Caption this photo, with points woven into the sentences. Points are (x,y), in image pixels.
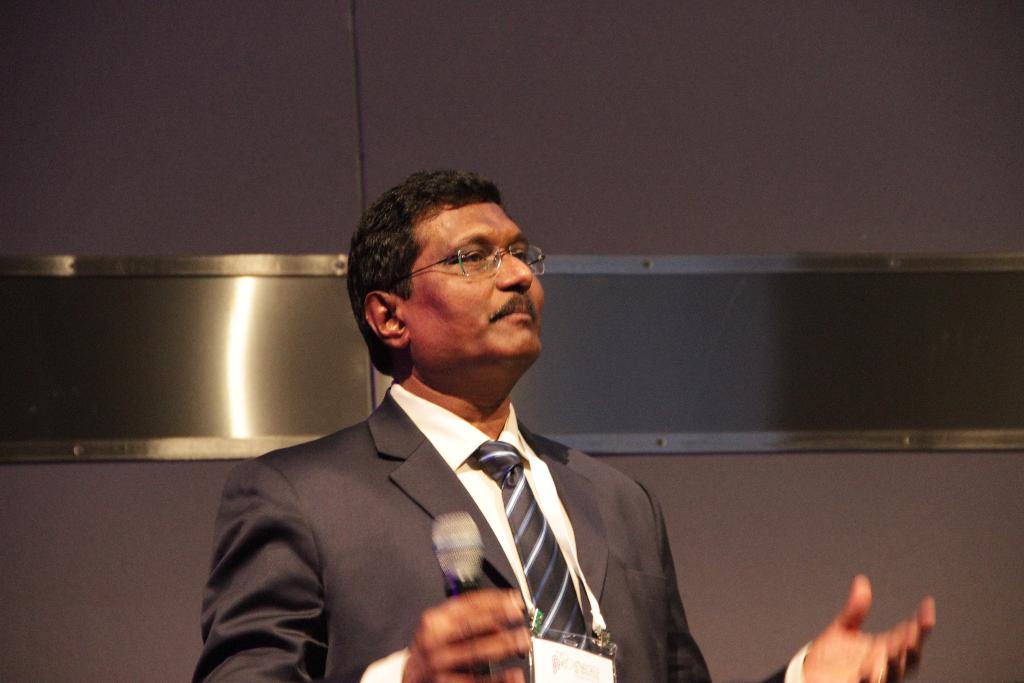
In this picture there is a man (536,451) standing and holding a microphone (465,534) with his right hand (481,608) and he is looking at something.
